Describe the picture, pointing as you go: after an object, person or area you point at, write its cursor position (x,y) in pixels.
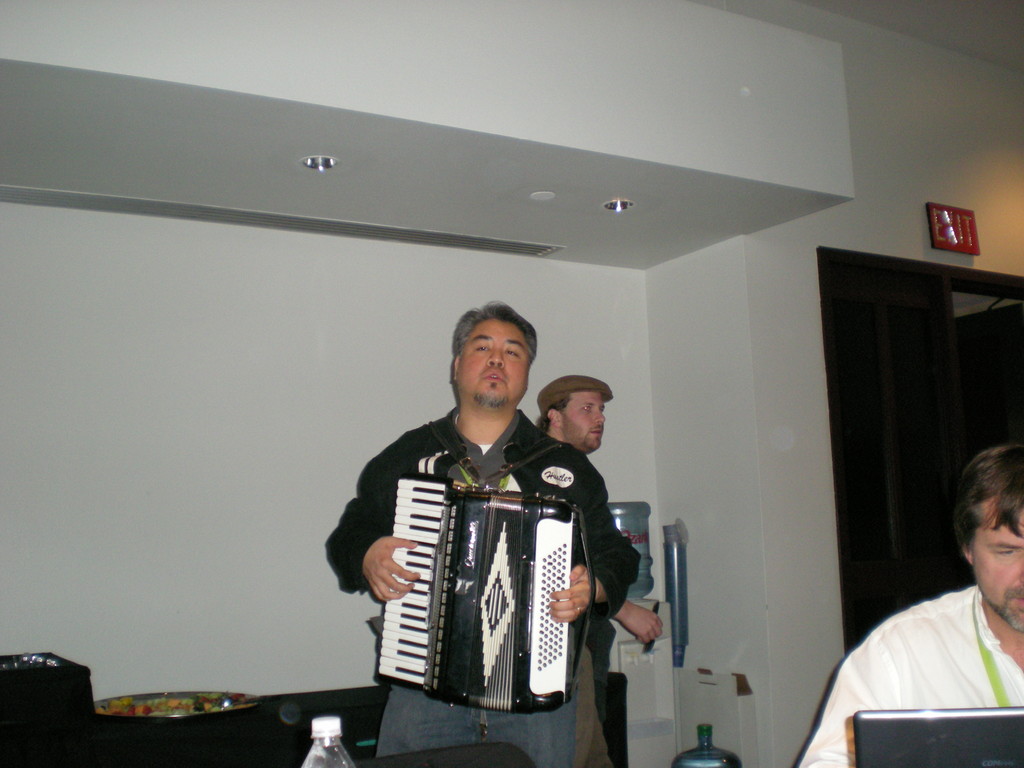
In this image, we can see a man (462,432) standing and holding a musical instrument (548,583), on the right side (928,632), we can see a man (887,660) sitting and using a laptop (882,758), in the background (422,271) we can see a white color wall (619,281) and there is a door (934,380).
